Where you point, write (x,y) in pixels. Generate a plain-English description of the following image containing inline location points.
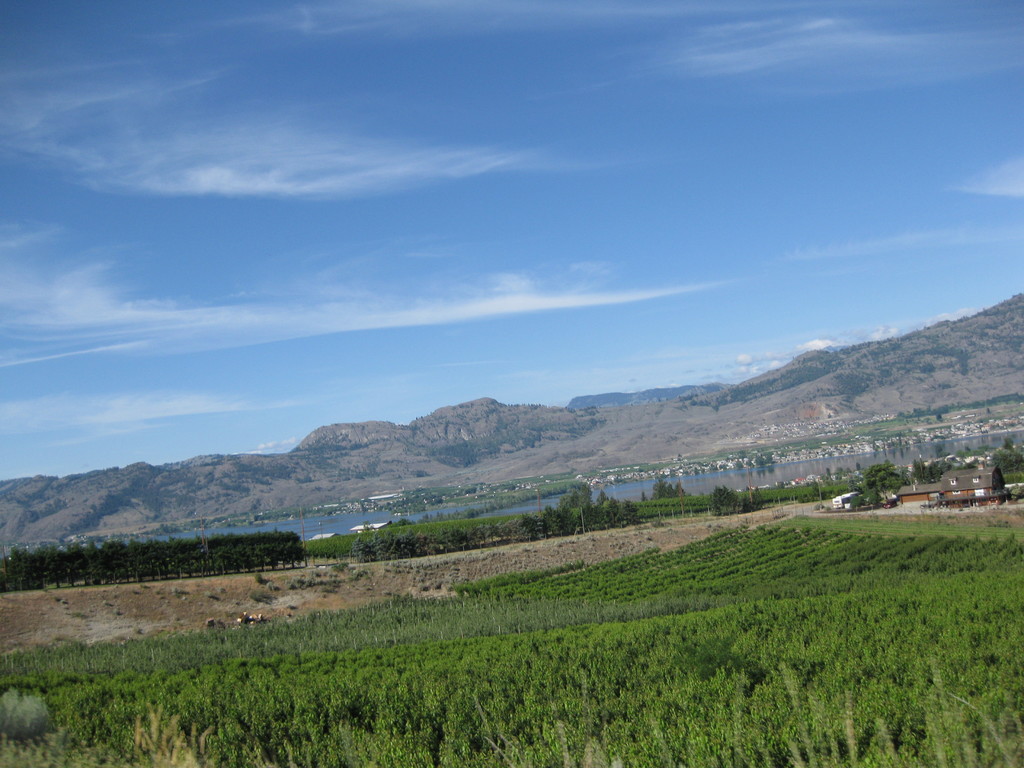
In this picture we can see the plants (489,677), trees (568,521) and houses (953,490). Behind the houses (967,487) there is a lake (732,483), hills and the sky (526,221).
